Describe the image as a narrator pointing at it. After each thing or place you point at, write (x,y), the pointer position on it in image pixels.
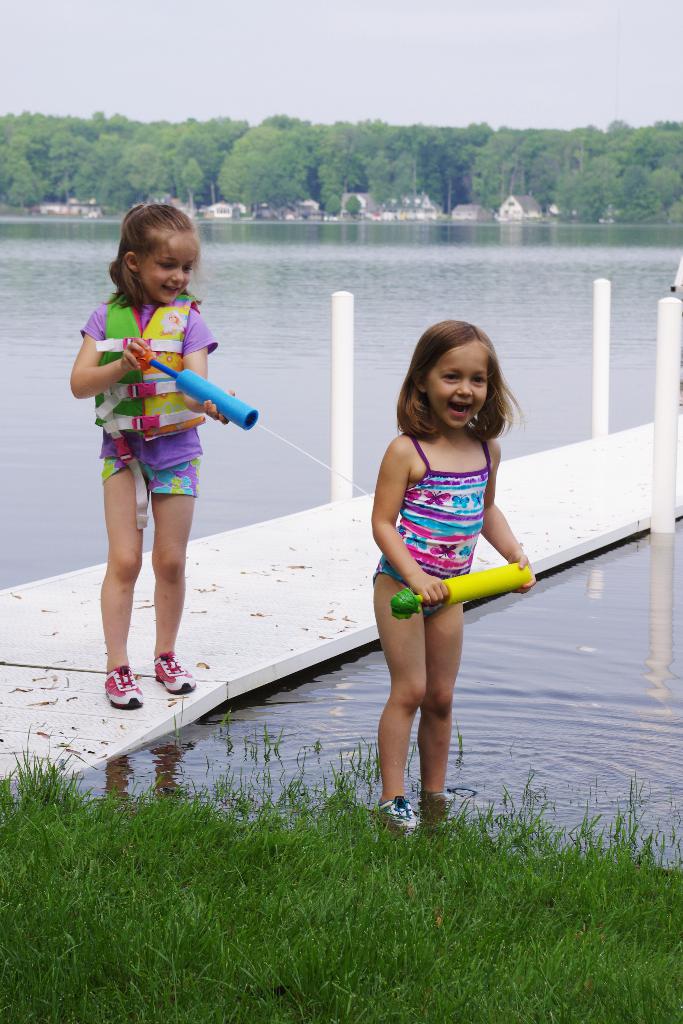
In this image we can see a girl (443,610) is standing in the water (249,348) and holding an object (415,605) in the hands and behind her there is another girl (163,416) standing on the platform (260,534) and holding an object (223,402) in her hands (215,418). At the bottom (353,900) we can see grass (573,895). In the background (13,498) we can see water (467,304), houses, trees (445,164) and sky (156,99).
